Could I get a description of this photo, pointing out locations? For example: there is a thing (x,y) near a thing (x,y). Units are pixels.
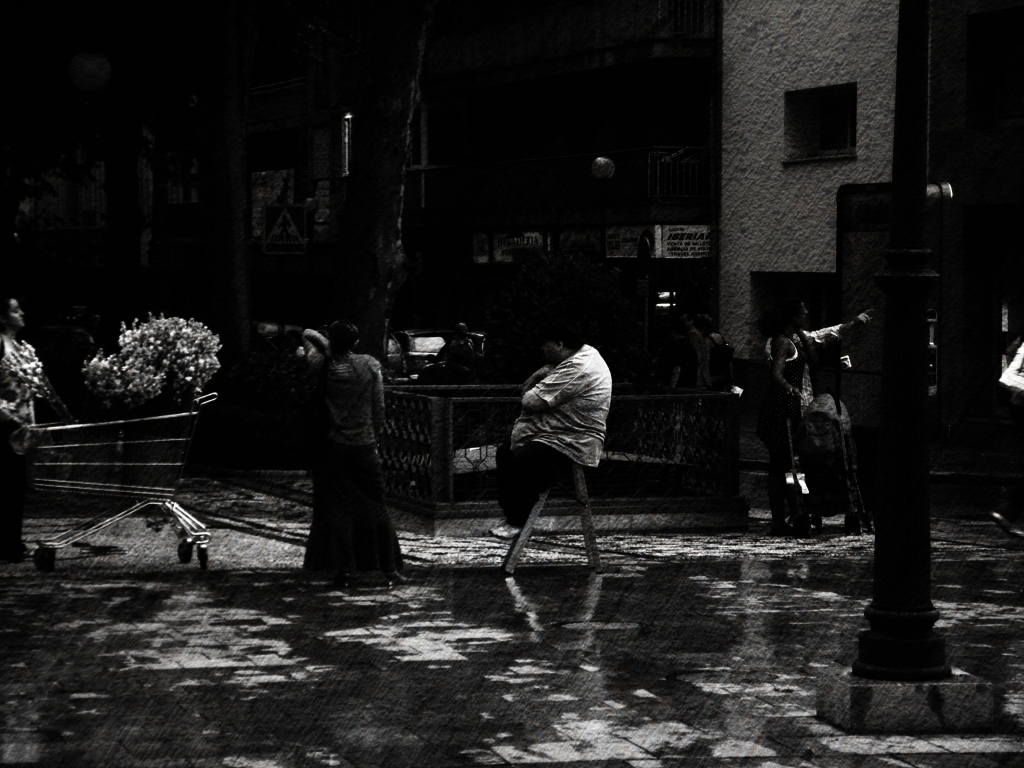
This is a black and white image. There are a few people (12,451). We can see the ground (1018,659) and a pole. We can also see a trolley (88,431) and some plants (208,378). We can see the wall (531,14) and some objects (471,418).
